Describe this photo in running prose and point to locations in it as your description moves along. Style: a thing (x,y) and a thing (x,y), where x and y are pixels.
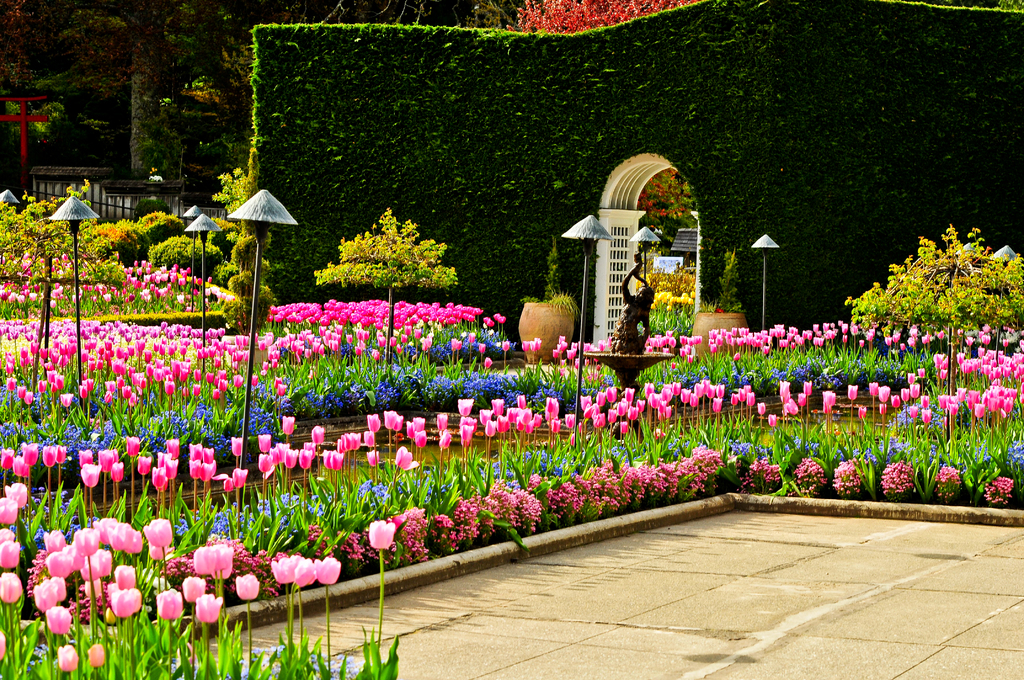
In this image I can see the ground (756,606), few plants (437,491) which are green in color, few flowers (464,417) which are pink and purple in color, few poles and a statue (624,279). In the background (575,133) I can see few trees (273,10).
